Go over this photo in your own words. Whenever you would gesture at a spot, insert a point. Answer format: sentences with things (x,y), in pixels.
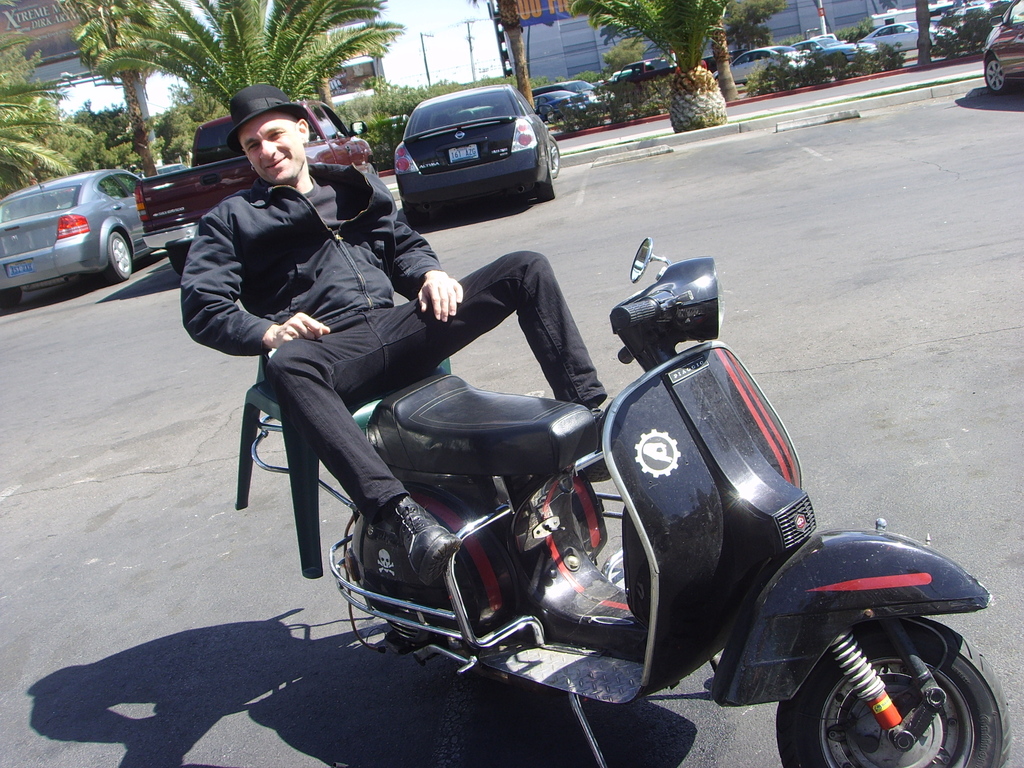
In this image, there are a few vehicles (434,102). We can see the ground (881,286). There are few trees (327,61), poles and partially covered buildings (576,46). We can also see some plants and boards (53,27) with text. We can see the sky (449,49). We can also see a person (361,382) on one of the vehicles (650,524).
